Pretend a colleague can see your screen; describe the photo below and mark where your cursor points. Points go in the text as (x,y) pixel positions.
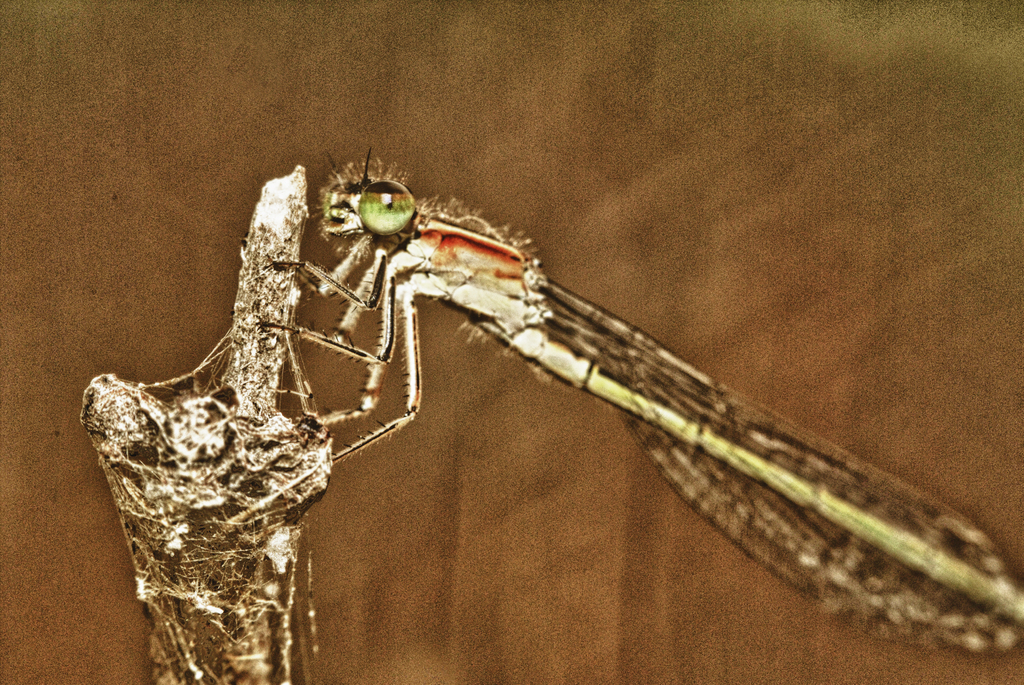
In this picture, we see a fly (478,265) is on the stem (249,475) of a tree (186,490). In the background (636,248), it is brown in color and this picture is blurred in the background (572,459).
